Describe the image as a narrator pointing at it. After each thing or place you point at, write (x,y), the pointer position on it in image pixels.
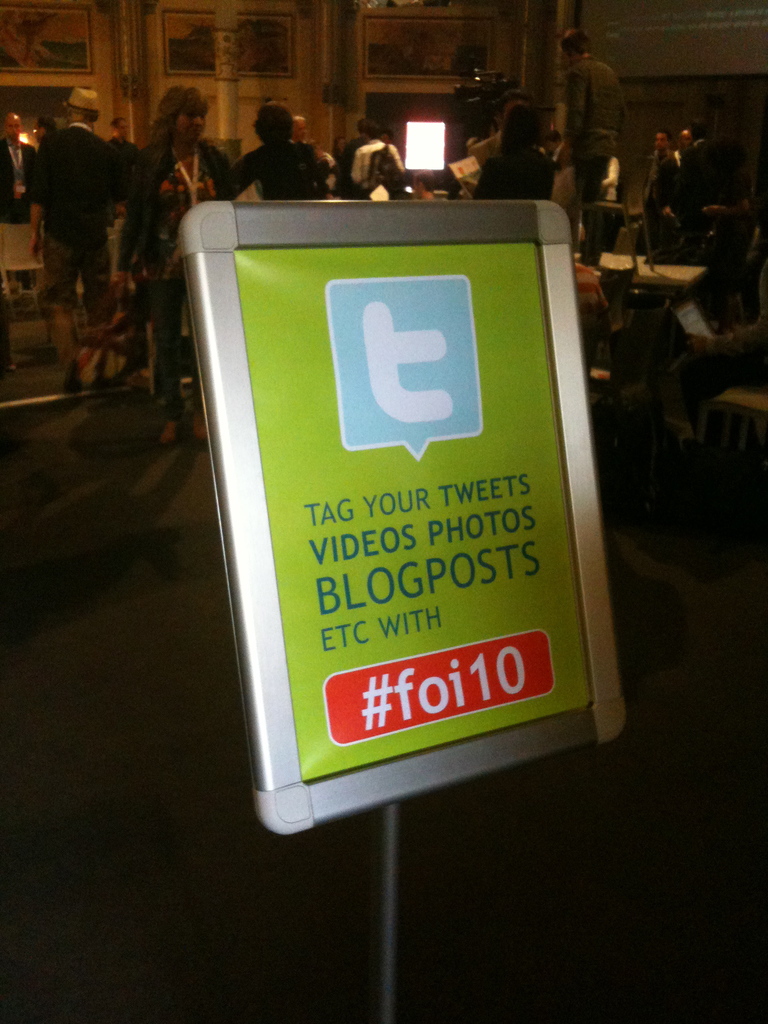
In the image there is a frame (243,702) with poster (333,303). On the poster (362,426) there is a logo (416,398) and something written on it. Behind the frame (209,235) there are many people (125,207). In the background (131,112) there is a pillar (327,84) and wall (242,85) with frames (265,71).
